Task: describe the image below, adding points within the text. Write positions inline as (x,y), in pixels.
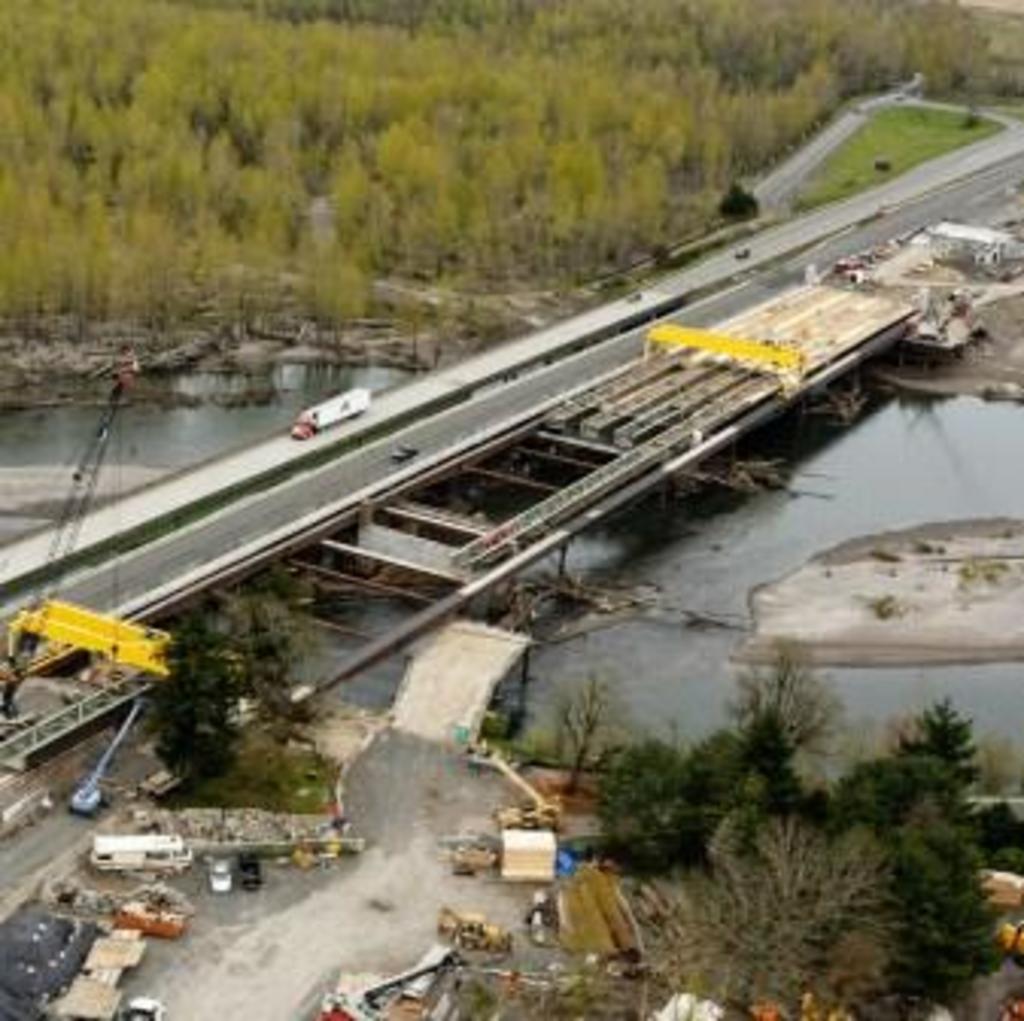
In this image we can see a road (351,457). Also there is water (660,598). And there are trees (676,880). Also there are few vehicles (261,878) at the bottoms. At the top (344,84) there are many trees (533,91). And there is a crane (83,637) on the left side (103,640).
